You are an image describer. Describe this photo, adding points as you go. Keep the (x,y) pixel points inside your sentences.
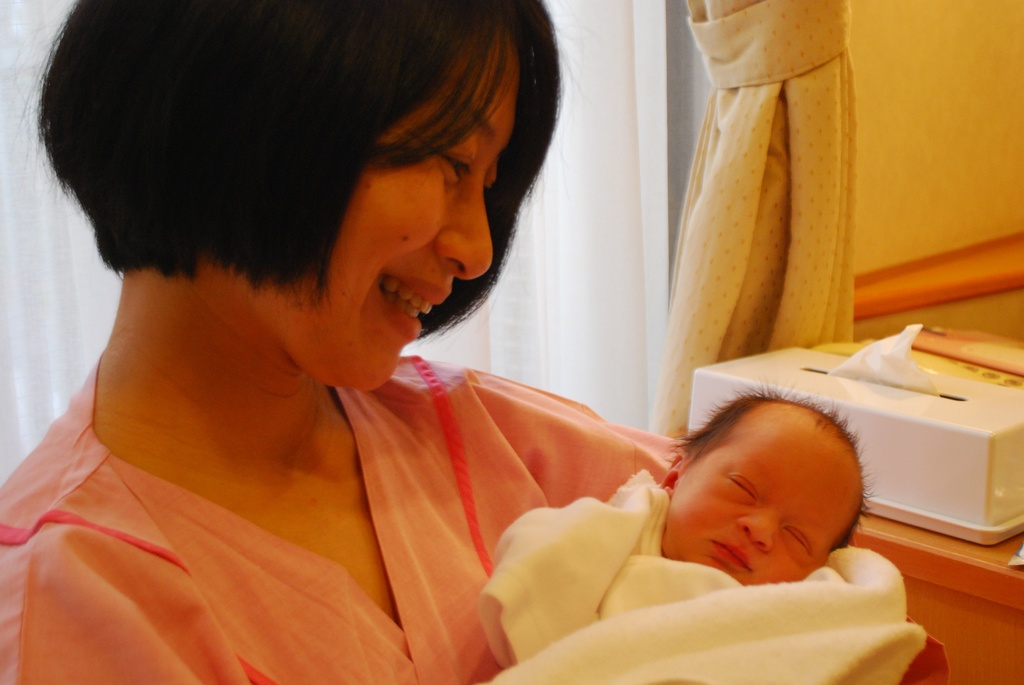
In this image we can see a lady (273,676) holding a baby (787,621) in her hands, where she is wearing a pink color dress (464,645) and she has short hair (162,166). On the right side of the image (755,0) we have tissues (945,433) and curtain (755,209).
